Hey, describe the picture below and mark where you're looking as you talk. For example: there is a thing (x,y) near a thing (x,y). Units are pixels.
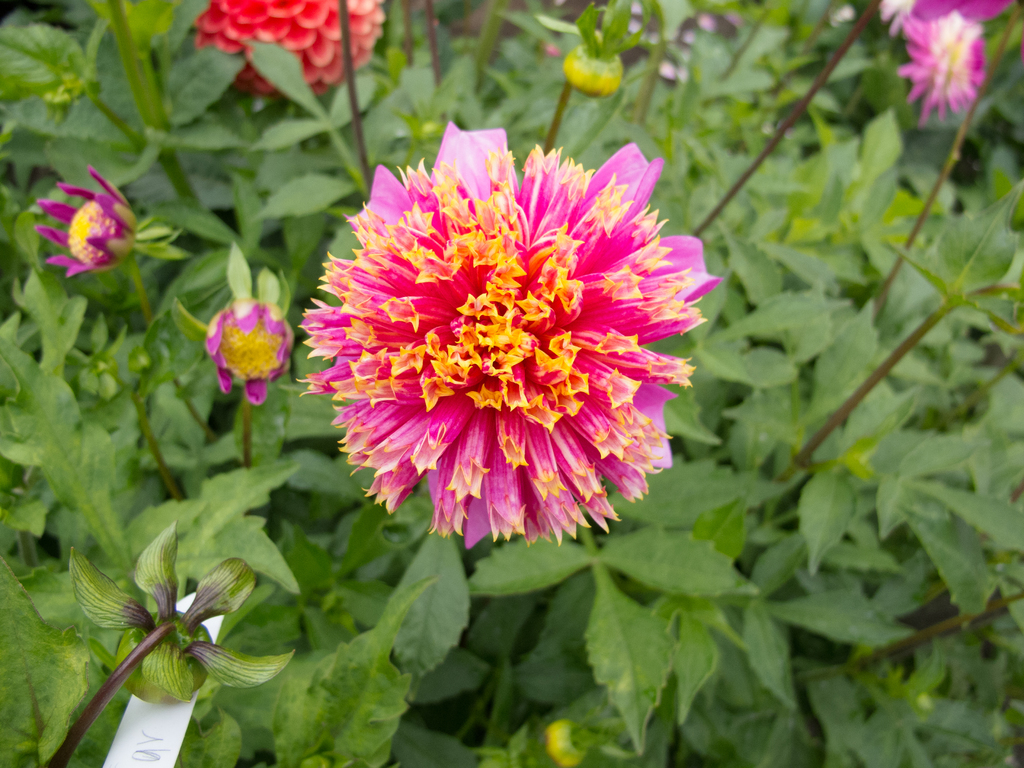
In the image we can see some flowers (295,45) and plants (873,18).
